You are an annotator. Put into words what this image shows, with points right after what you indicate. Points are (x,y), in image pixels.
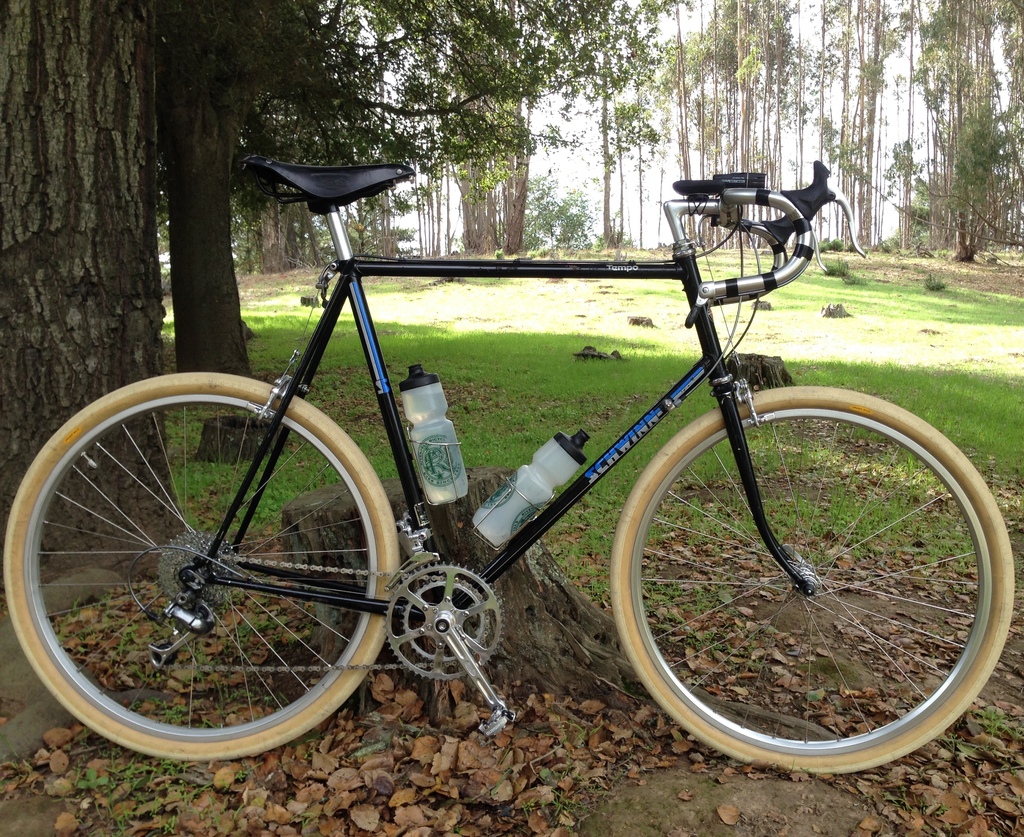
In this image we can see a bicycle (314,208) with two water bottles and there are some leaves (965,592) and grass (945,325) on the ground (887,365). We can see some trees (513,92).
